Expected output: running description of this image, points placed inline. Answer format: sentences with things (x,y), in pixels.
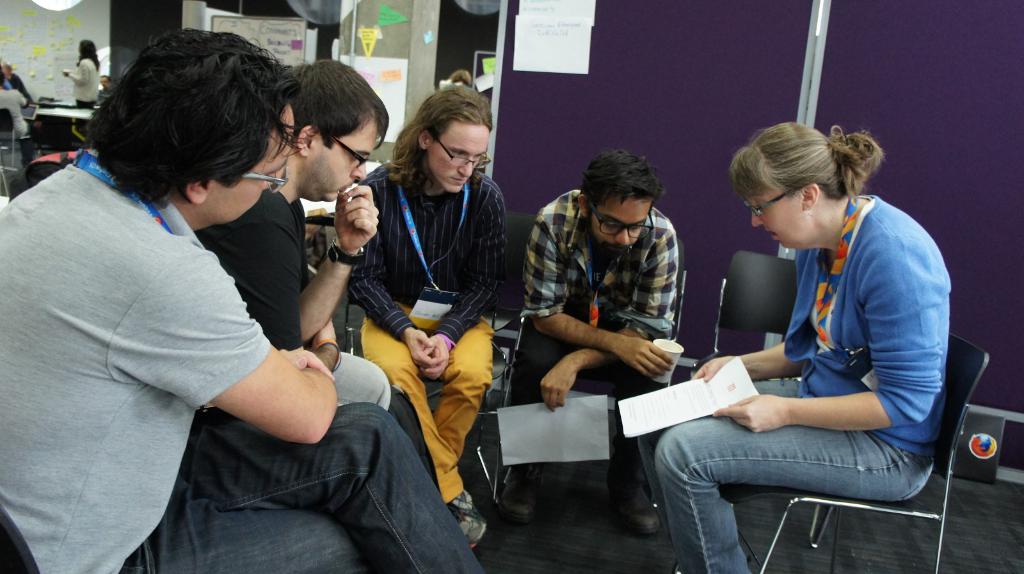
In this picture we can see five people (270,290) wore spectacles (455,158) and sitting on chairs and a woman (872,400) holding a paper (717,399) with her hands (761,417) and a man (571,363) holding a glass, paper (560,423) with his hands (555,381) and in the background (533,153) we can see posters (390,81), boards (539,81), some people (88,69) and some objects (315,27).
